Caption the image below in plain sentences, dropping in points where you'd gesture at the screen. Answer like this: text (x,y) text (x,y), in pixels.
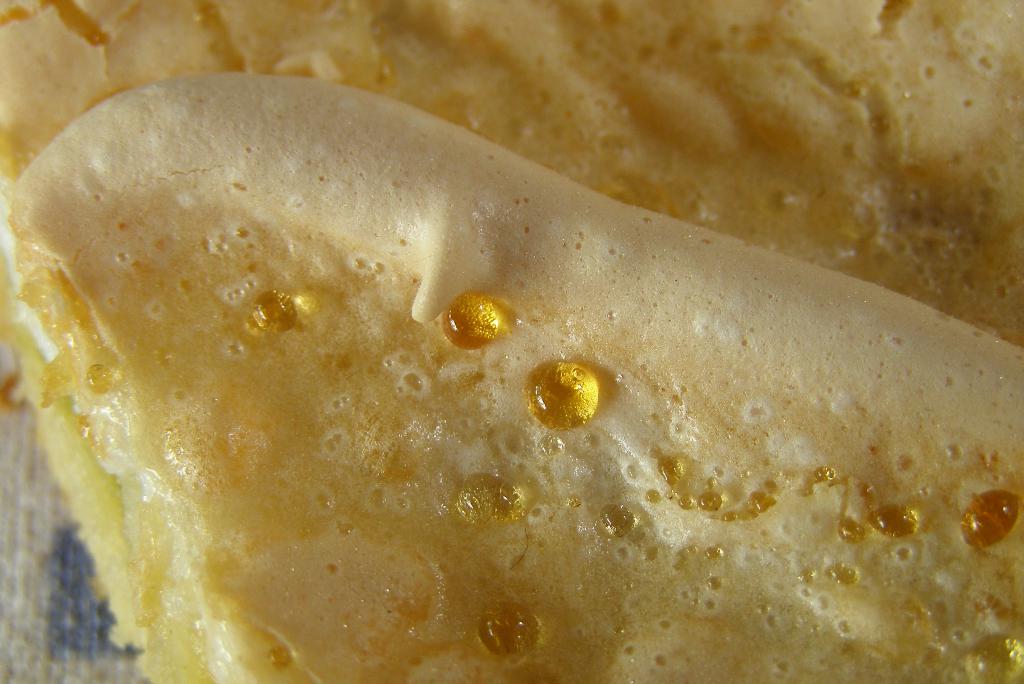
In this image I can see a dessert (443,240) on the table (80,602). This image is taken may be in a room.
